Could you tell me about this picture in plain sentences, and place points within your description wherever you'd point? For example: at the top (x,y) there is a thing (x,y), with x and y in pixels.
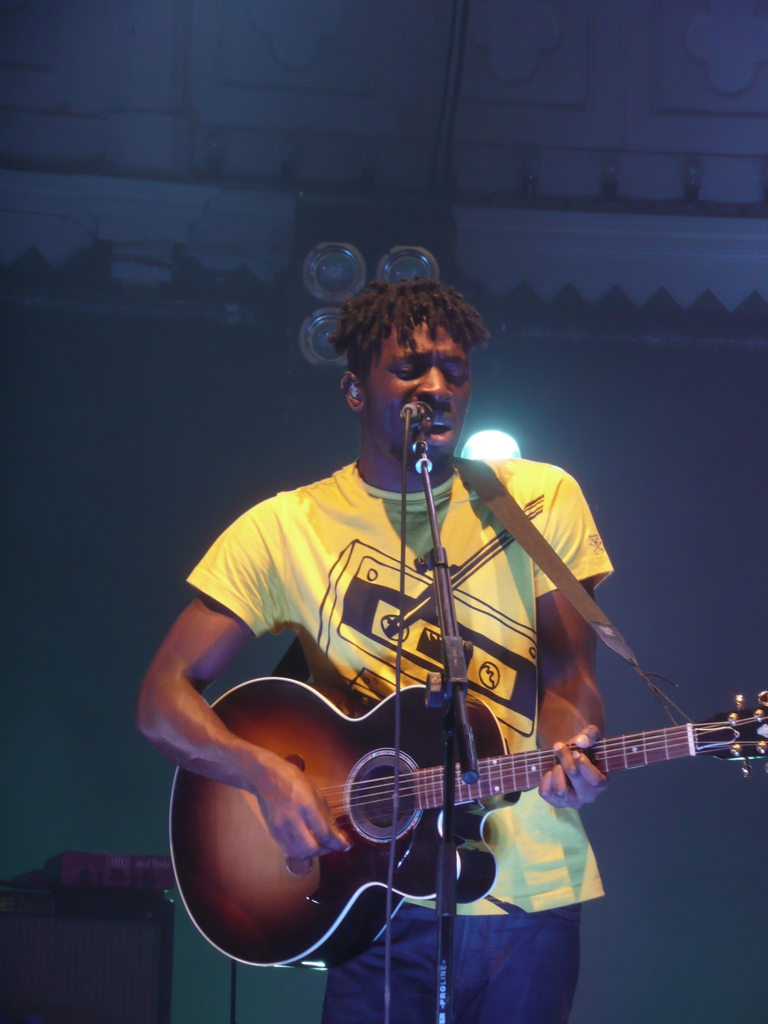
This picture shows a man (369,958) standing and playing guitar (325,889) and singing with the help of a microphone (413,404).
